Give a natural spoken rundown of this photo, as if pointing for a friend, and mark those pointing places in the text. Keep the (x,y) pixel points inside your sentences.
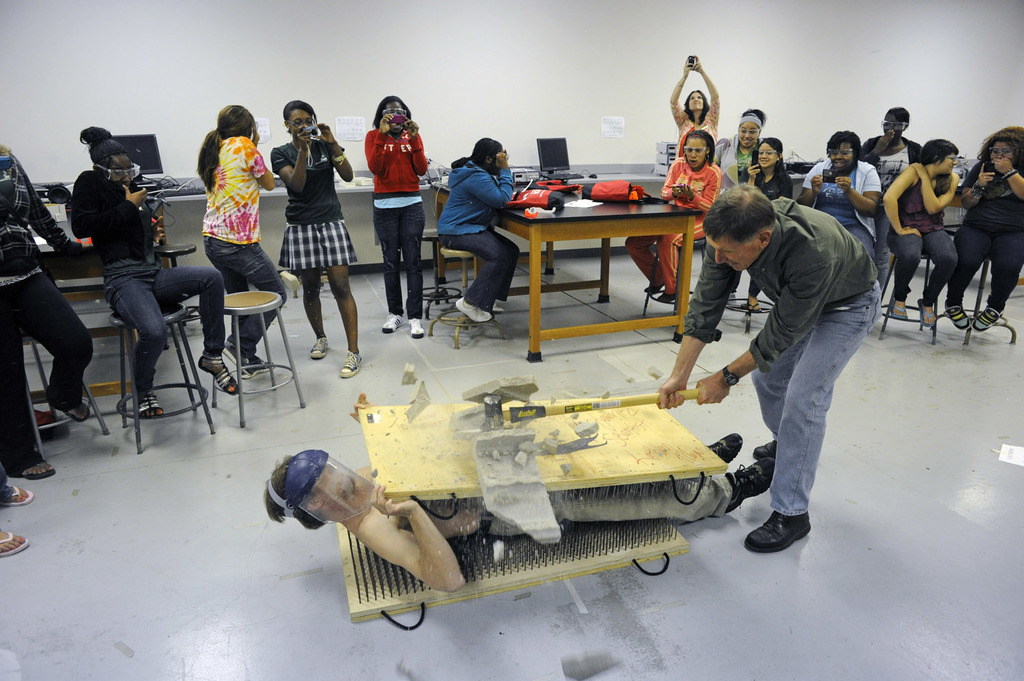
On the background (488,53) we can see a wall (267,52) and table (193,199) and on the table (593,169) we can see monitors (142,143) and keyboards (560,177). Here we can see few persons (909,184) sitting on chairs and recording something and few are sitting on chairs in front of a table (550,267) and on the table (552,257) we can see bags (627,196). few persons (397,274) are recording. Here we can see one man (796,464) is holding a hammer (594,406) in his hand (680,389) and breaking a stone (588,425) and one person (650,505) is lying.
